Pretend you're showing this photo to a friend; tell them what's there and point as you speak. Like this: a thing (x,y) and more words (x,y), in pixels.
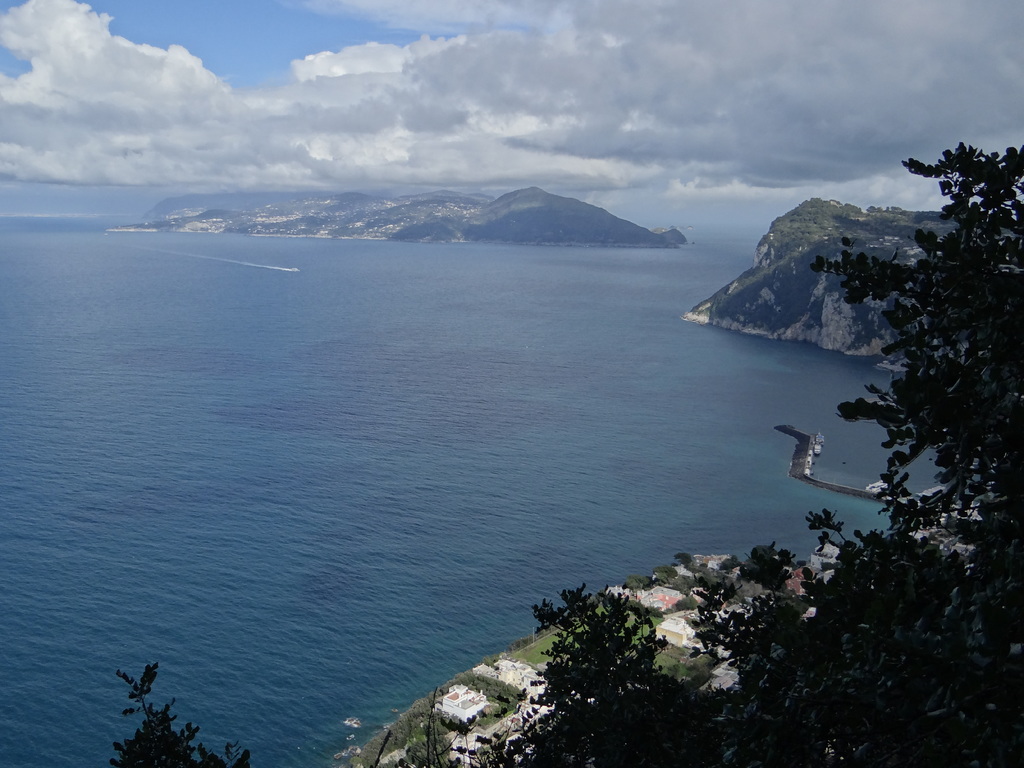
This is an outside view. Here I can see an ocean (456,345). On the right side (903,613), I can see some trees (870,656) and buildings (664,604). In the background (571,223) there are hills (490,212). At the top of the image (278,41) I can see the sky (250,31) and clouds (128,107).
